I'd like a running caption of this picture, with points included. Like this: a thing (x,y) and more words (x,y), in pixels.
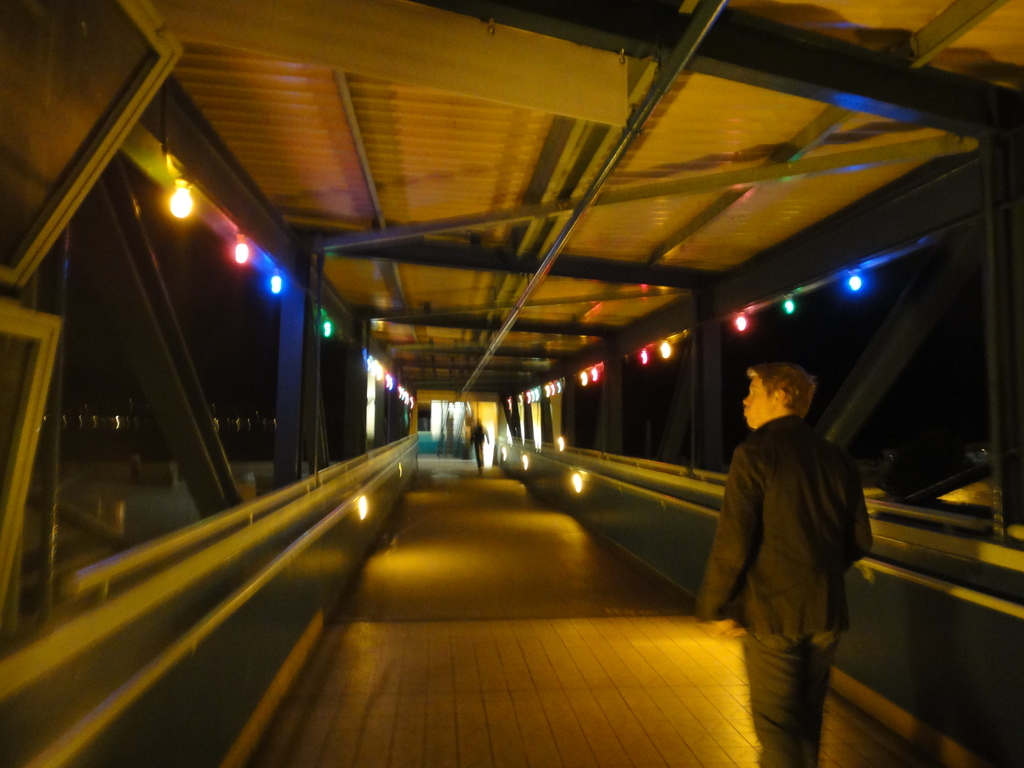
In this image there is a bridge (388,578) and we can see people (787,527). There are lights (560,391). At the top (263,251) we can see a roof (374,281).
